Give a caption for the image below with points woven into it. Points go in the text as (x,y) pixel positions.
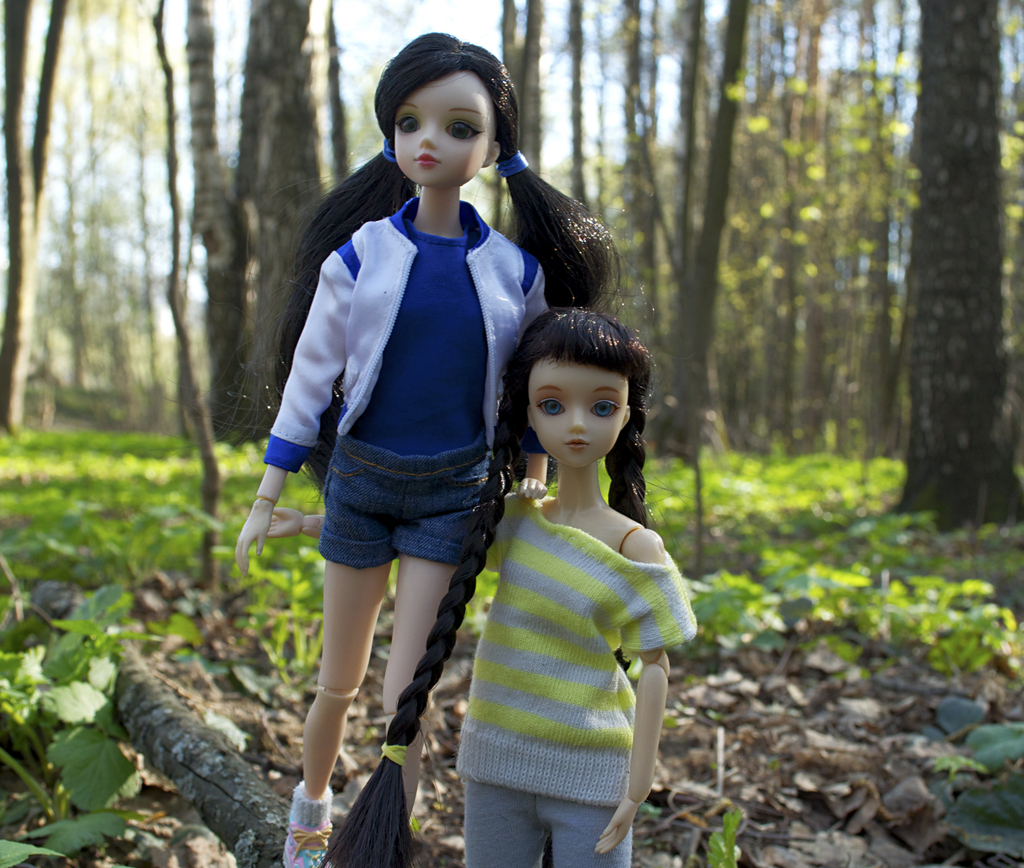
In this picture I can see couple of dolls (376,463) on the tree bark (123,663) and I can see trees (940,34) and few plants (793,513).
